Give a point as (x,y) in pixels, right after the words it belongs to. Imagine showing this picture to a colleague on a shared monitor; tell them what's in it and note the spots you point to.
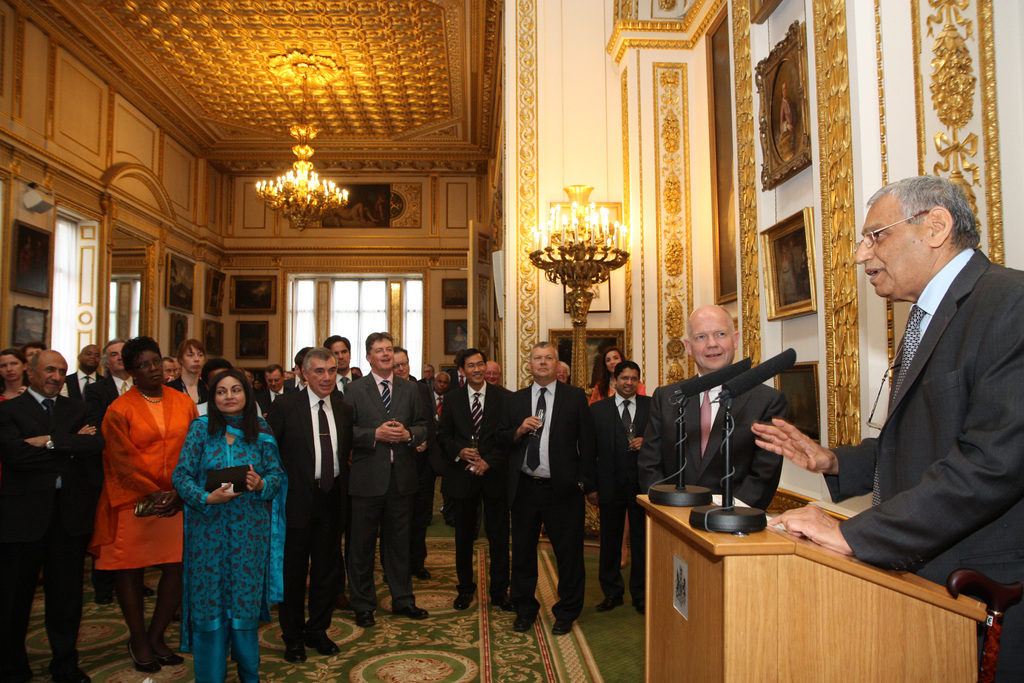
In this image the people (258,538) are standing on the carpet (394,641) which is laid on the floor (600,661) and listening to the man (971,378) who is speaking near the podium (737,619) through the mic (748,379) which is in front of him. At the top (295,192) there is chandelier (296,176). At the background (303,309) there are photo frames (239,324), windows (376,302) and wall (435,265).
